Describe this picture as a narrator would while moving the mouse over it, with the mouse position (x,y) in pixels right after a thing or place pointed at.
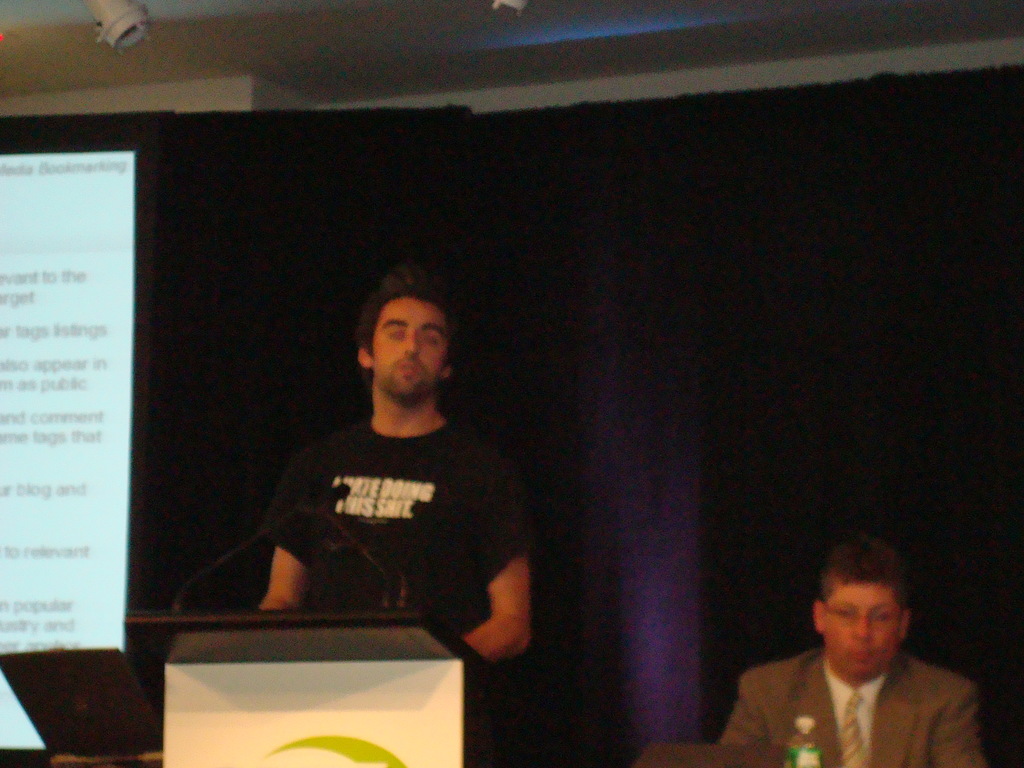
In this picture I can observe two men (849,724). One of them is standing in front of a podium (331,619). On the left side (33,447) I can observe screen (67,310). In the background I can observe curtain (652,308).
